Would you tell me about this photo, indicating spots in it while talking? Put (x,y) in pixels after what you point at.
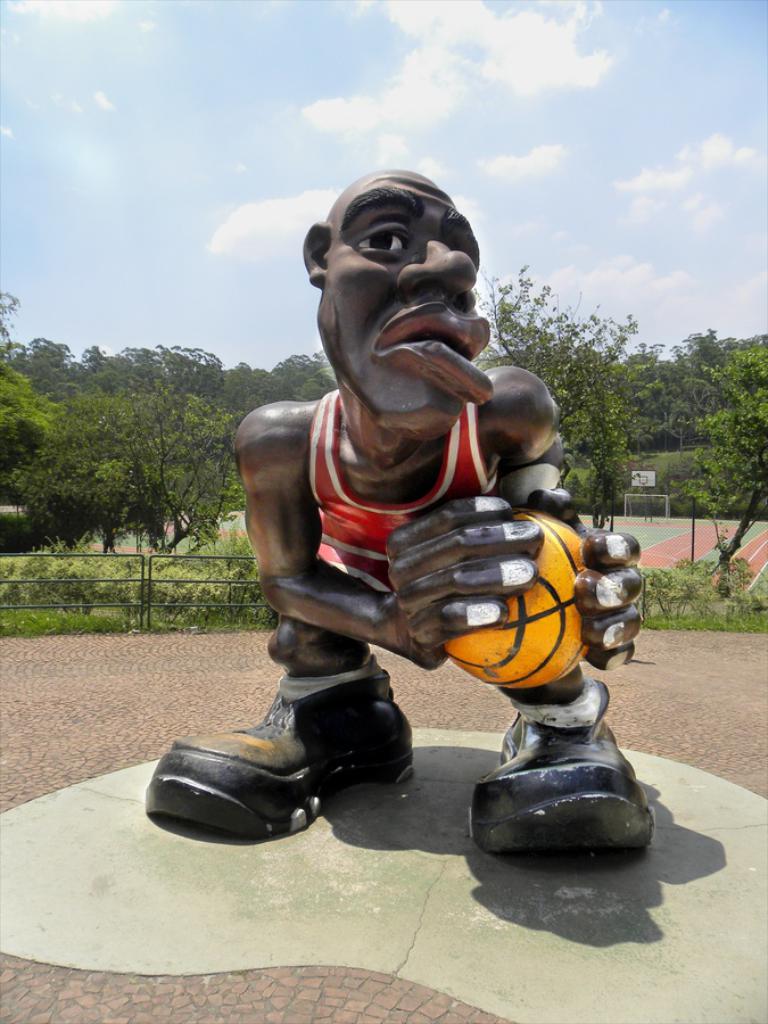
This is an outside view. Here I can see a statue (363,574) of a person (338,516) holding a ball (537,624). This statue (324,601) is placed on the ground (408,937). On the left side (84,580) there is a railing (17,580). Behind this there are many plants (197,591). In the background (666,542) there is a playing ground (657,535) and also I can see the trees (153,363). At the top of the image (240,116) I can see the sky (265,106) and clouds (412,88).
